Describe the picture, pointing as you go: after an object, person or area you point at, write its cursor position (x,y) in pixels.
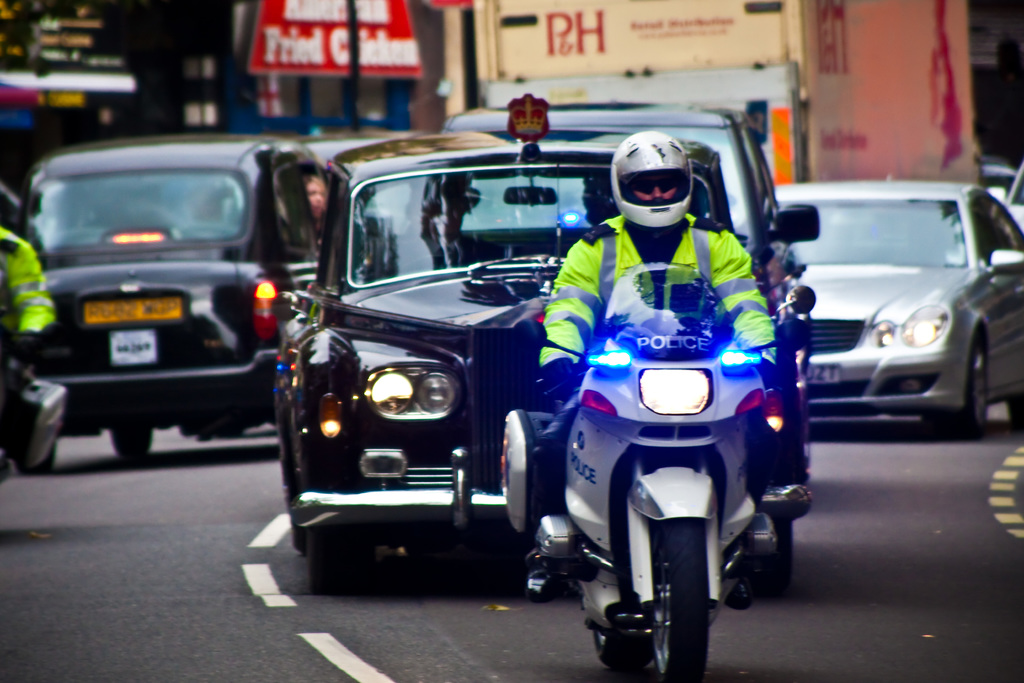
A police man (734,265) is riding a motorcycle (677,463), behind him a black color car (469,369) is moving on the road (484,577). On the left side (311,68) there are stores (311,16).
